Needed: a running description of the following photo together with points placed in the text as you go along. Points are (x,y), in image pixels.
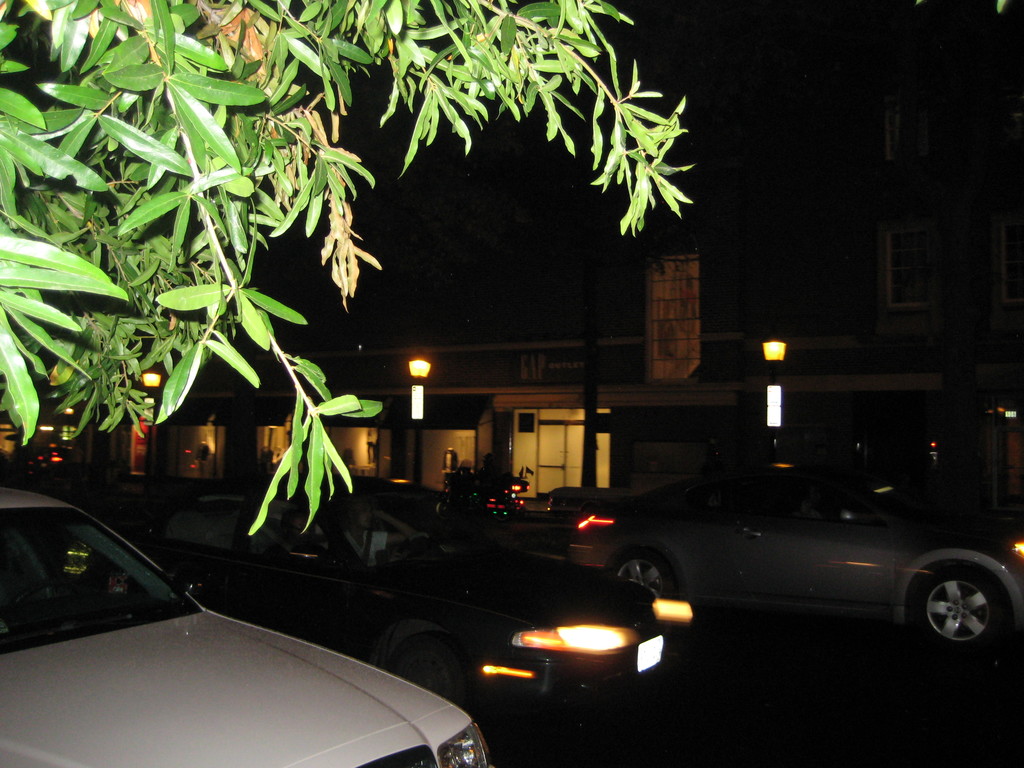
This image is taken outdoors. At the bottom of the image (259,607) a few cars (604,603) are parked on the road (662,692). At the top of the image (147,214) there is a tree (222,254) with green leaves (219,141). In the background (504,395) there is a building (425,445) with lights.
